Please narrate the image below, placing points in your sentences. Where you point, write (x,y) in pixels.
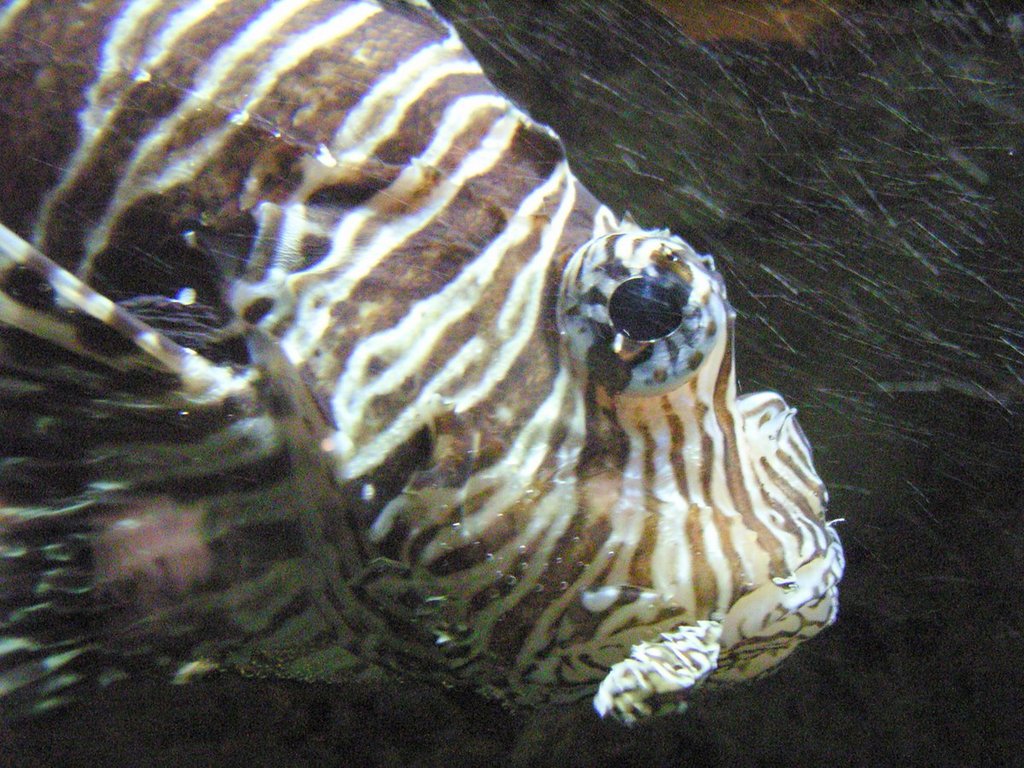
In this picture we can see a fish (457,186) and water (766,191).
